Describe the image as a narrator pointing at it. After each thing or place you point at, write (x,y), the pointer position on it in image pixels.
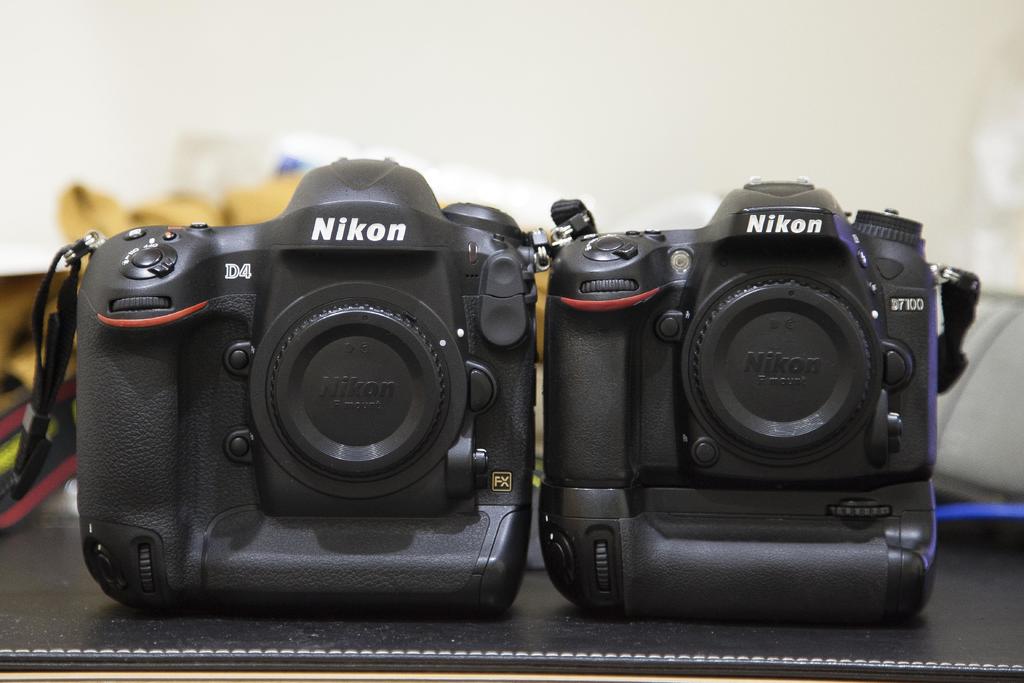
In this image, there are cameras (591,419) on blur background.
